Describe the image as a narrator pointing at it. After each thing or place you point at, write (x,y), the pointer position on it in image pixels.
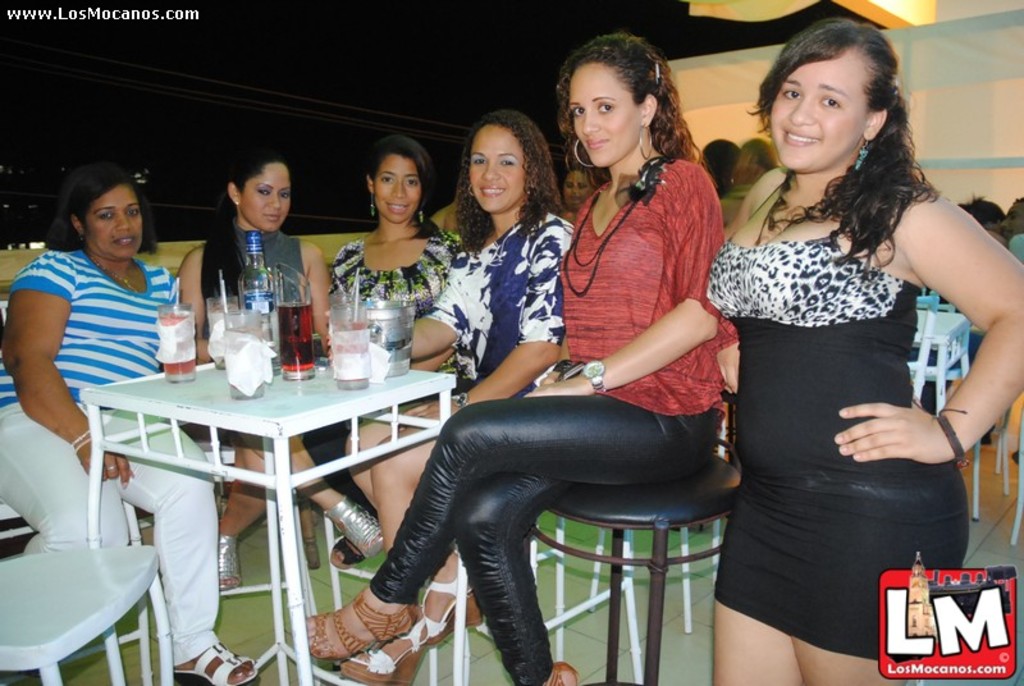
In this image i can see few women (374,268) sitting on chairs (79,588) in front of a table (318,373) and a woman (764,464) standing beside them. On the table (353,369) i can see few glasses (291,316) and a bottle (259,272). In the background (1023,211) i can see few people (1014,221) sitting.
